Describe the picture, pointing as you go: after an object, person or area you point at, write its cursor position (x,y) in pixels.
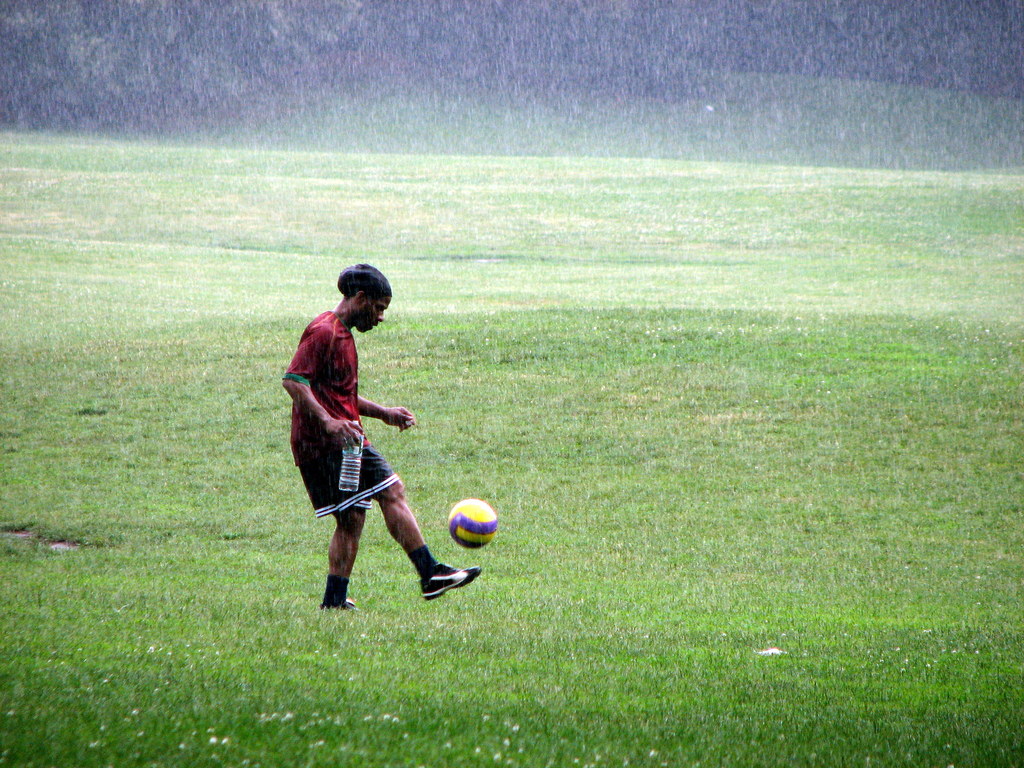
In this image we can see raining. There are many trees (493,63) in the image. A person (329,386) is playing with a ball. There is a grassy land (738,671) in the image.
